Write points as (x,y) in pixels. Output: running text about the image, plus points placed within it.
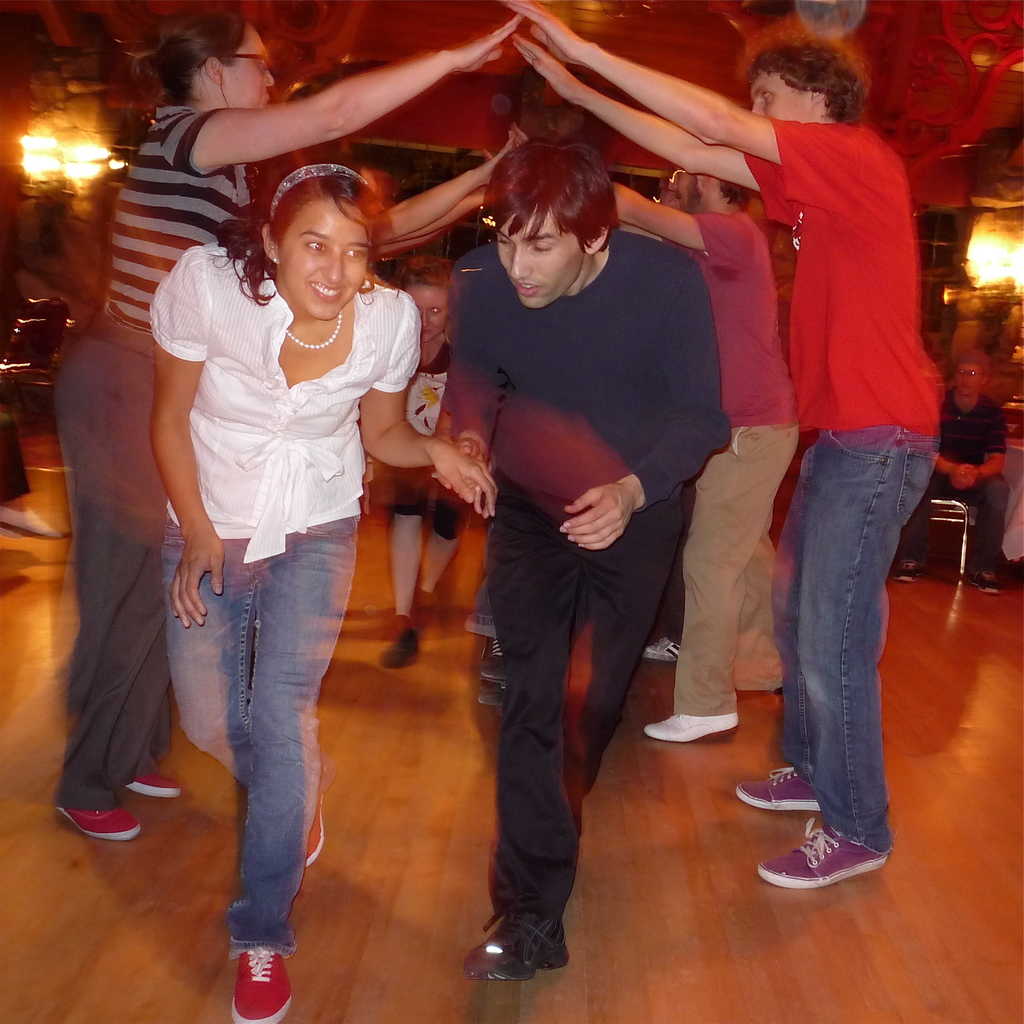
This picture shows few people (161,146) playing and we see lights (989,263) and we see couple of women (305,312) and few men (511,334) and a boy (436,312) and we see a man (959,494) seated on the chair (951,514), He wore spectacles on his face (970,366).
